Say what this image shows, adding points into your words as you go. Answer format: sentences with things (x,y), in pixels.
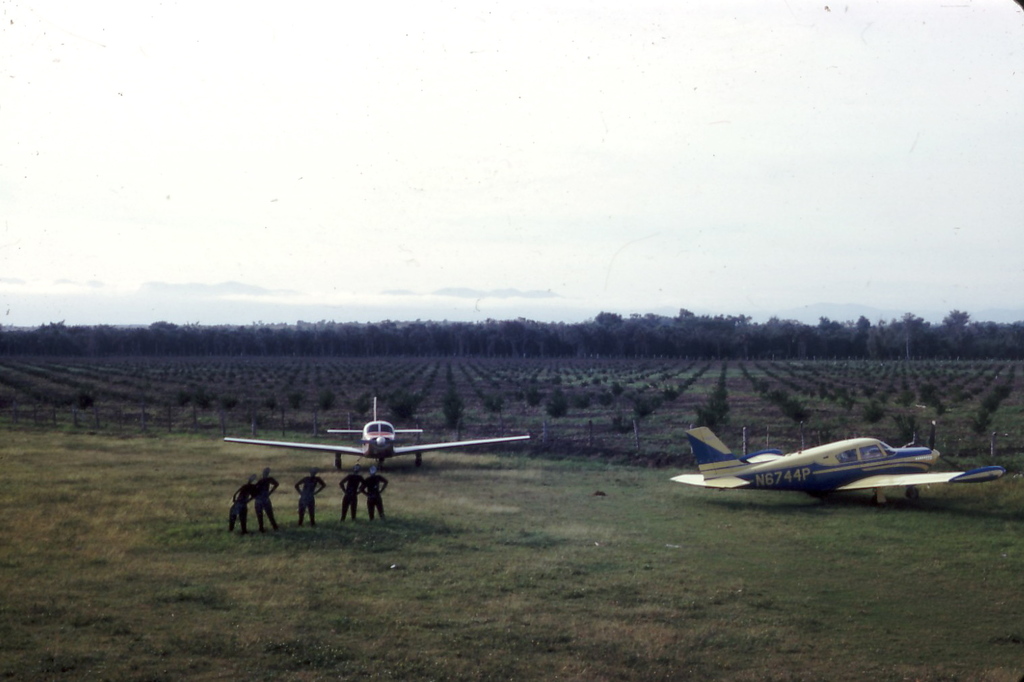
In the middle (380,434) there is an aeroplane (257,439) and here few persons (311,502) are standing. On the right side (818,477) there is another aeroplane (907,462) which is in yellow color here there are trees (605,356) at the top (566,170) it's a sky (572,169).
